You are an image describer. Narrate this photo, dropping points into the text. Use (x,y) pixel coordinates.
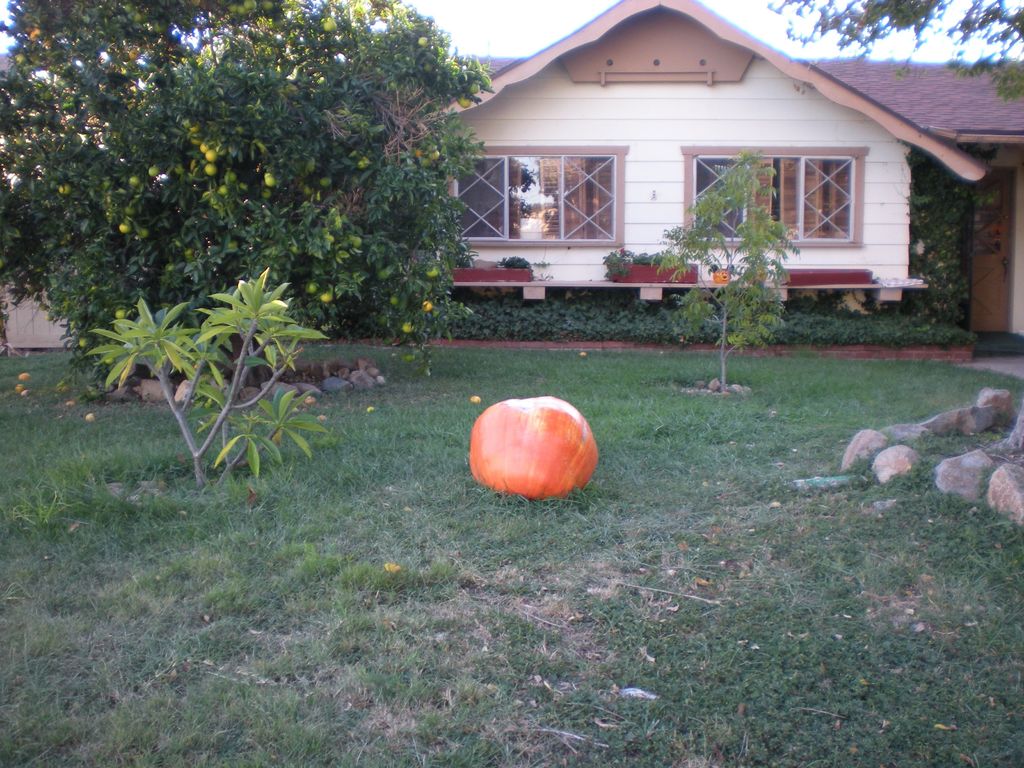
In this image there is a garden (889,603) in foreground (834,642). There are grass (915,497) and stones (973,464). There are trees (399,324) and plants (975,192). There is a red color object (583,454) in the middle (542,449). There is a house (834,120) in the background (824,103). There is a sky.
